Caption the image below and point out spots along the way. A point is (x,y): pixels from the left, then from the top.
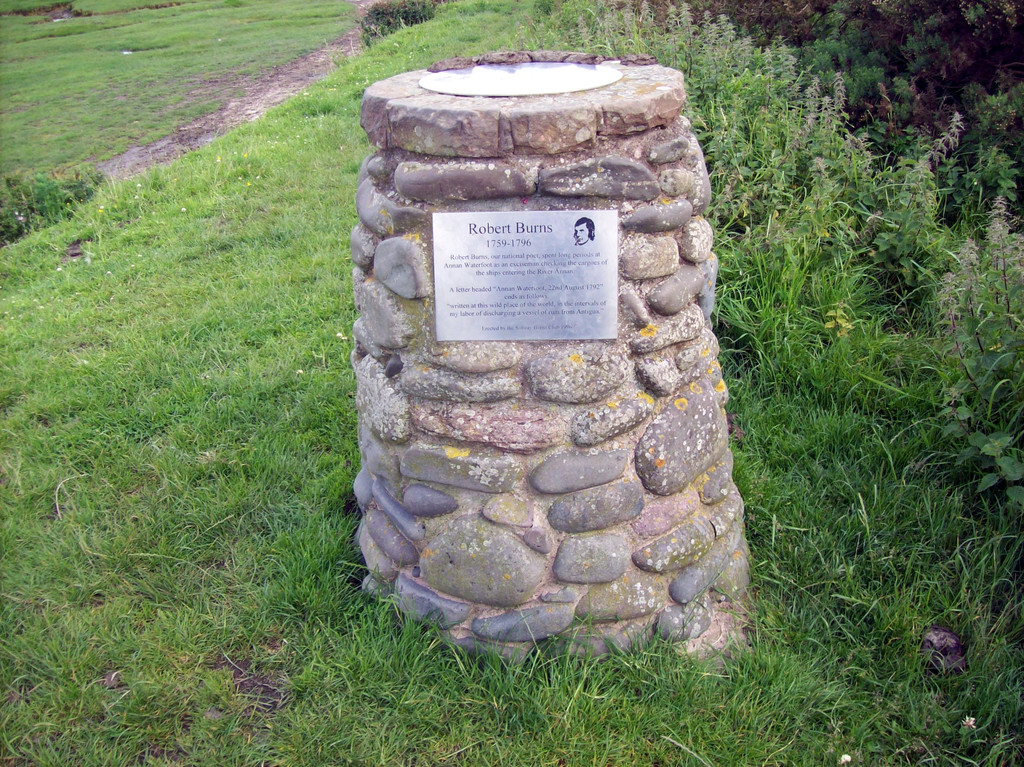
There is a headstone (425,381) in the center of the image (576,417) on the grassland (163,390) and there is greenery (136,183) around the area.
